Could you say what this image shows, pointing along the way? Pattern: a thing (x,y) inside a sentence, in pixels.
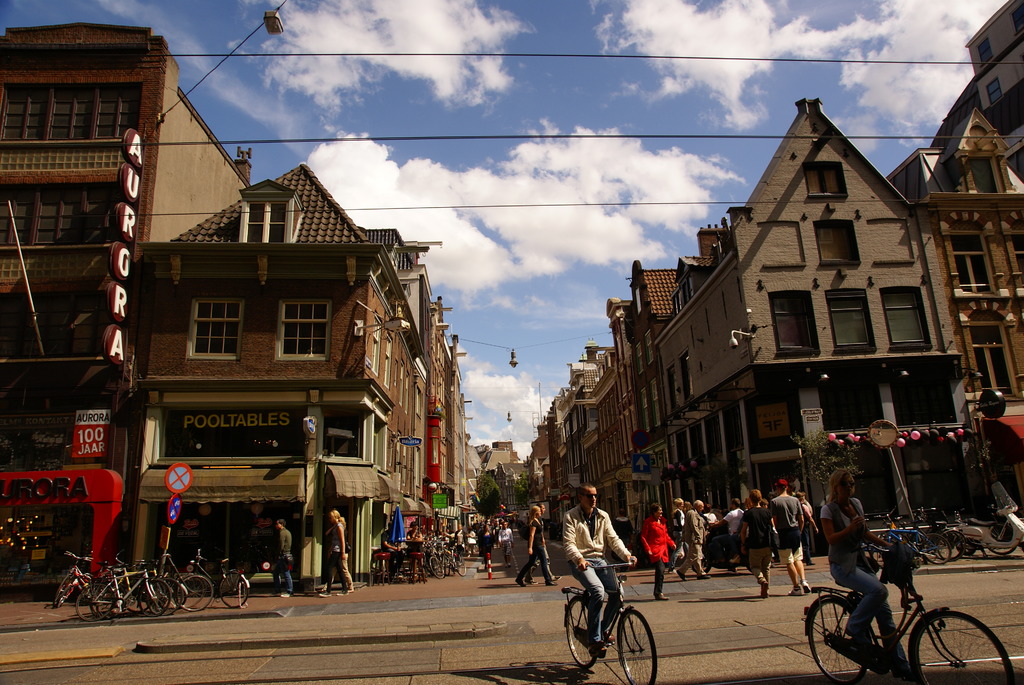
In this picture we can see buildings (377,423), there are two persons (849,554) riding bicycles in the front (896,574), there are some people (538,536) walking in the middle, on the left side (71,580) and right side (899,540) there are bicycles (961,547), in the background (491,501) we can see trees (525,478) and lights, on the left side (174,472) there is a sign board (180,488), we can see some wires (525,138), the sky (541,77) and clouds (580,141) at the top of the picture (532,61), on the right side (905,498) there is a pole (905,498) and a board (885,442).
